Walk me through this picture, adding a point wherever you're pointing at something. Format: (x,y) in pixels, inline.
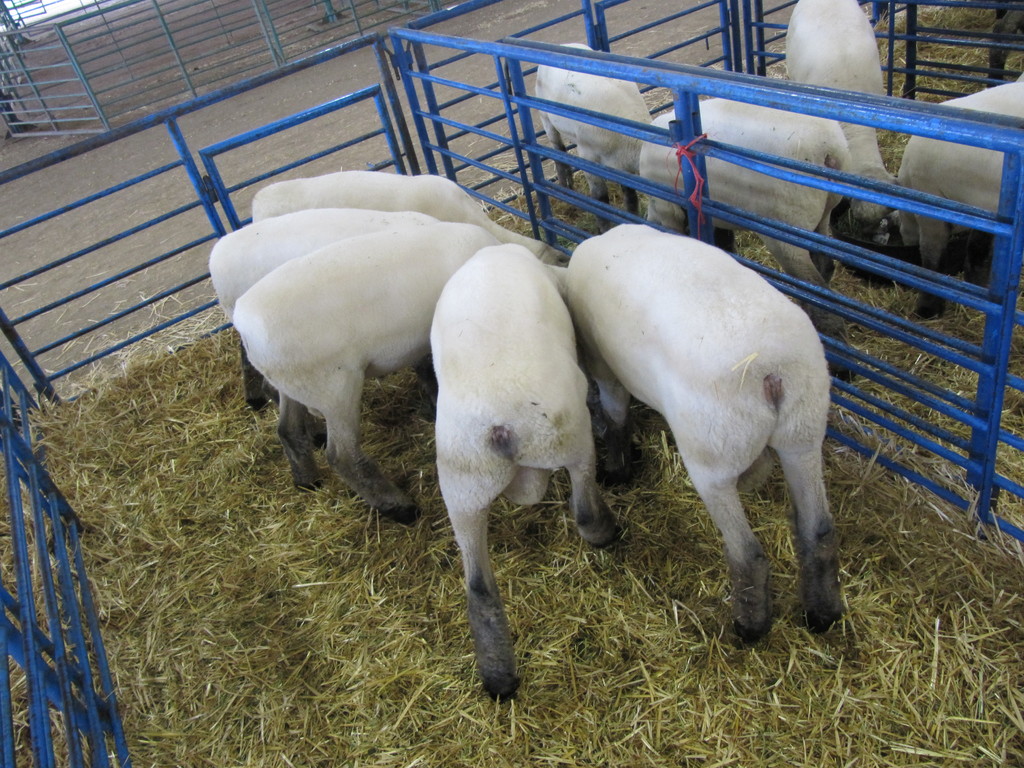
In this picture I can see few animals (687,307) eating grass (189,372) and I can see metal fence (703,151).
